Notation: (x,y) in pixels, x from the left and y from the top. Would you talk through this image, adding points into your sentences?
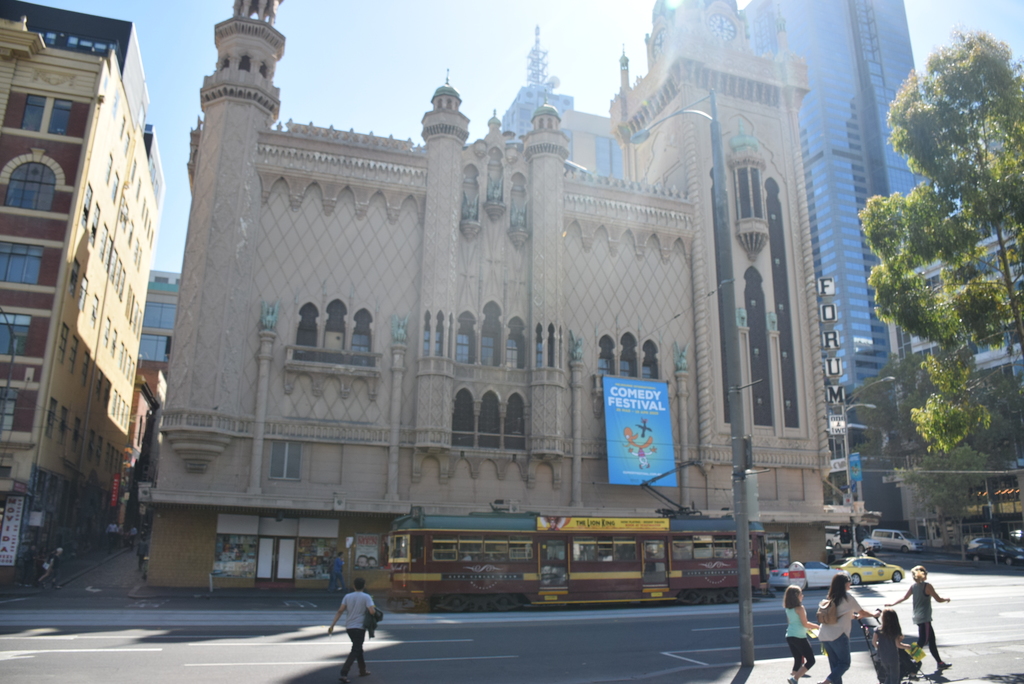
In this image, we can see so many buildings (741,257) with walls (703,318) and windows (337,325). Here we can see vehicles (456,583), banners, street light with pole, tree (988,408), hoarding (7,551). At the bottom (626,656), there is a road (684,649) and walkway (870,675). Few people (816,623) are walking here. Background (508,44) there is a sky (431,50).
